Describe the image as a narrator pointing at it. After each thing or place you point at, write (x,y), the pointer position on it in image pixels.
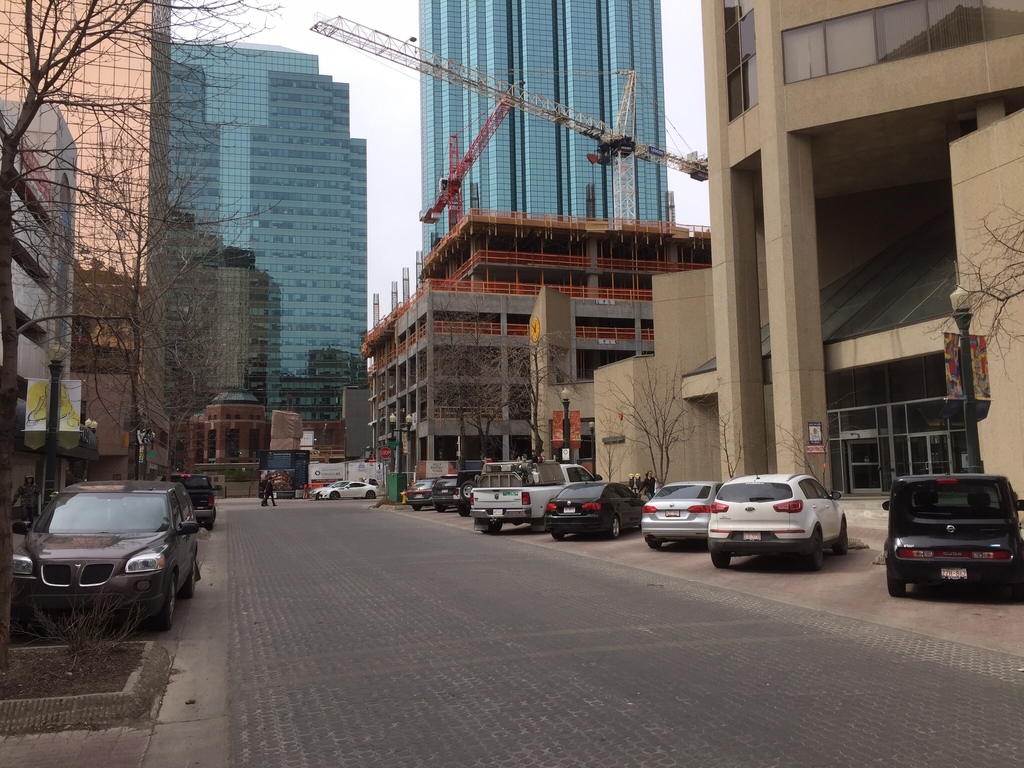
In this image, there are a few vehicles (108,514), people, poles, trees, buildings (334,217), cranes (634,80). We can see the ground (423,683) and the sky (401,221). We can see a plant (126,626) and some boards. We can also see some glass (296,336) with the reflection (326,396).
